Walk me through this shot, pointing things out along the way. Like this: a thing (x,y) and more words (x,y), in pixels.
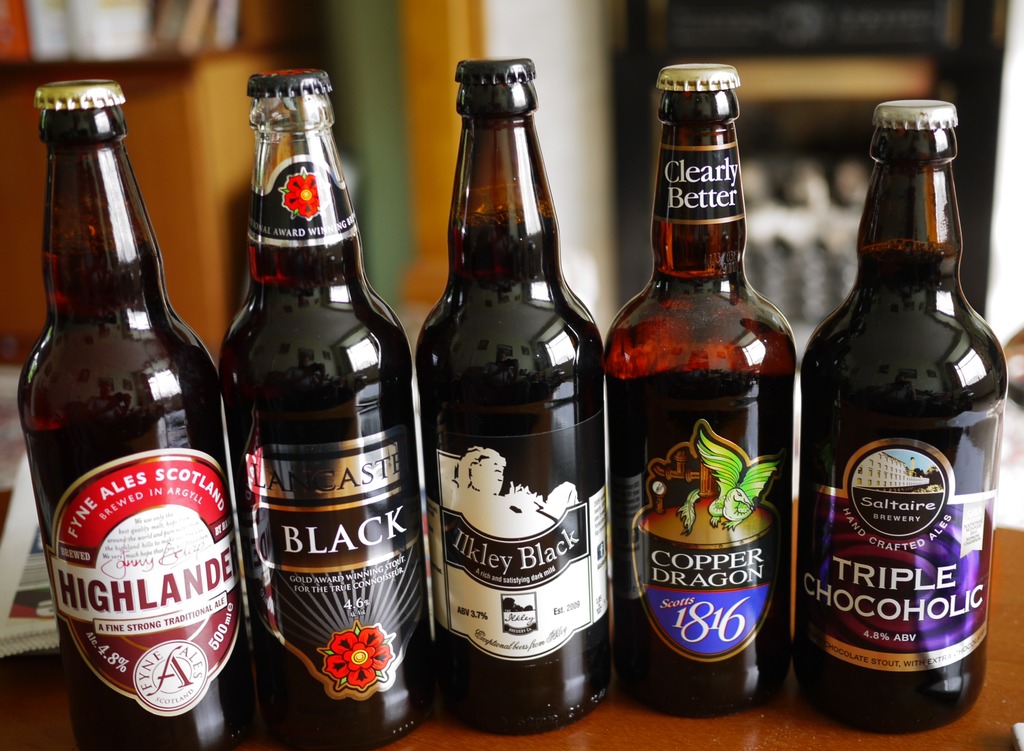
In this image i can see different types of bottles (722,331).
